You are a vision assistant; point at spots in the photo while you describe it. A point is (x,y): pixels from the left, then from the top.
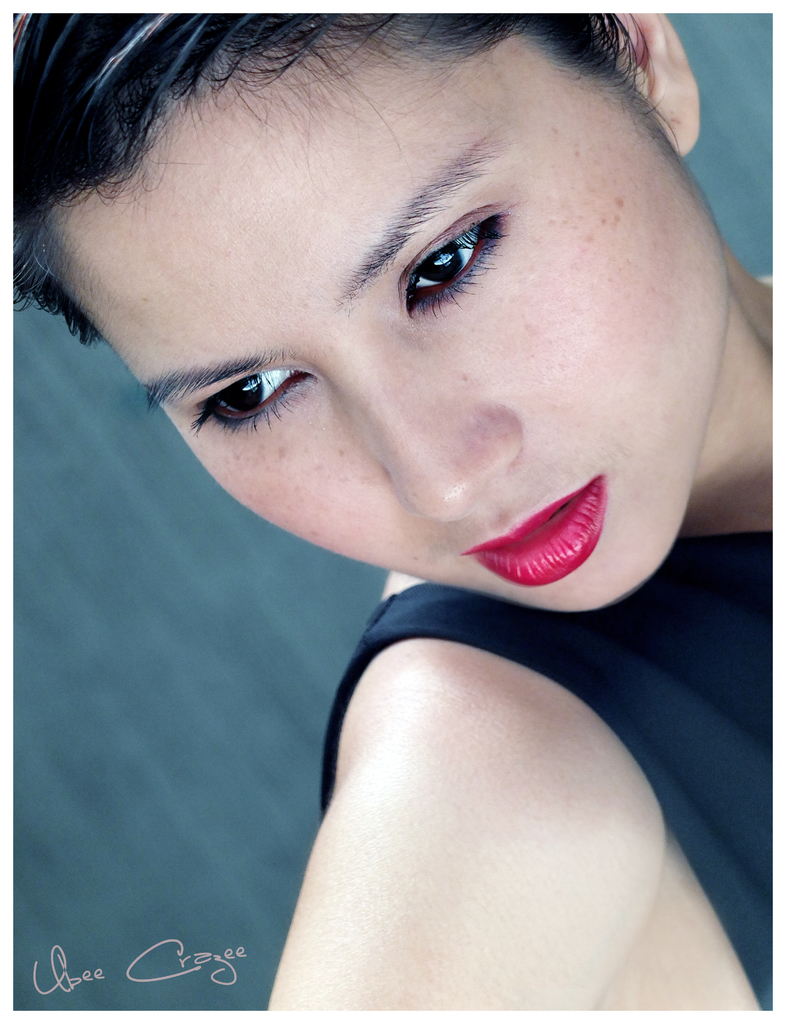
In the center of the image (396,553), we can see a lady (489,451) and at the bottom (184,952), there is some text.
